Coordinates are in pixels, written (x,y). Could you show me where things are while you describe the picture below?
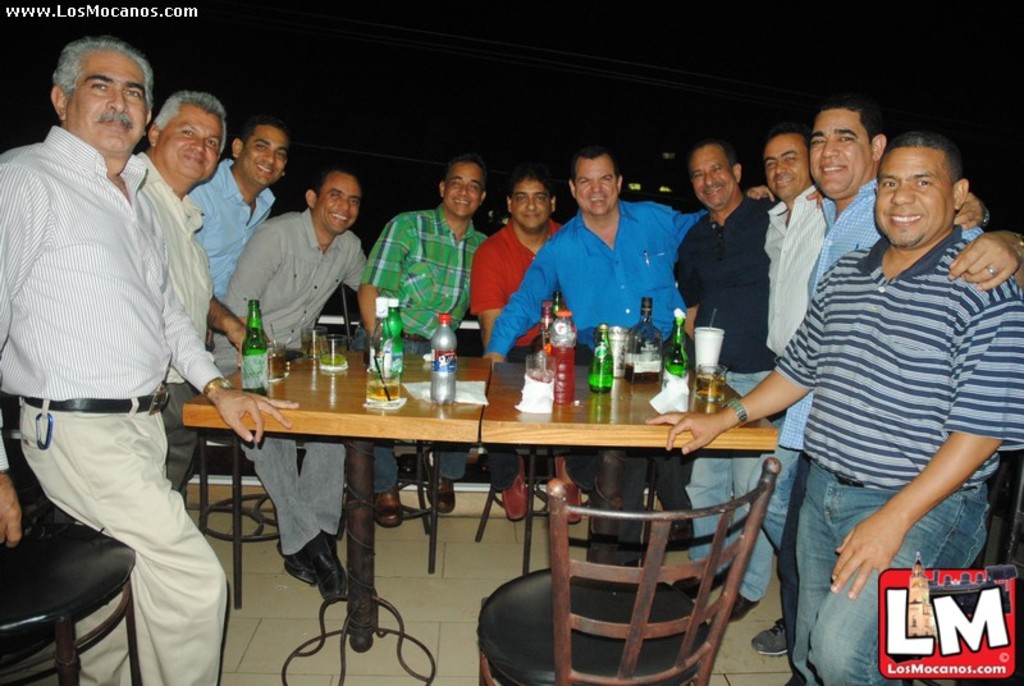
In this image there are group of people (487,234) standing. On the table (394,425) there is a glass (393,388), bottle (442,388), tissues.
